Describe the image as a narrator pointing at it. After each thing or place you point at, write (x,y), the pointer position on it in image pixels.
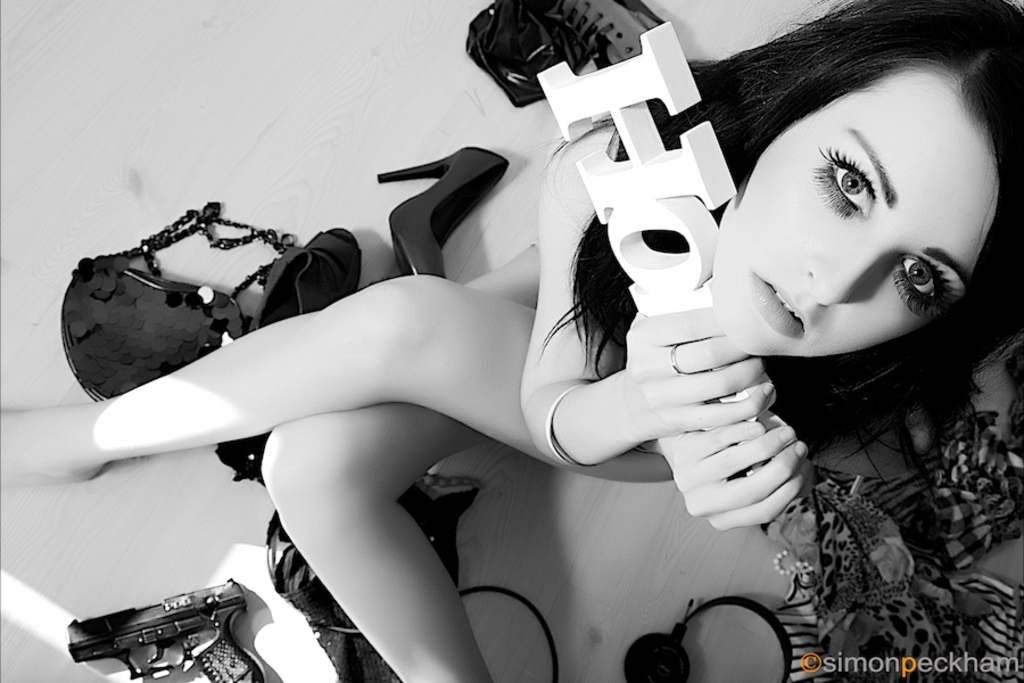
In the picture we can see a woman (728,361) holding something in her hands (729,365) and there are some other things (498,157) on floor (736,563) like bag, shoes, gun (153,670), headphones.
